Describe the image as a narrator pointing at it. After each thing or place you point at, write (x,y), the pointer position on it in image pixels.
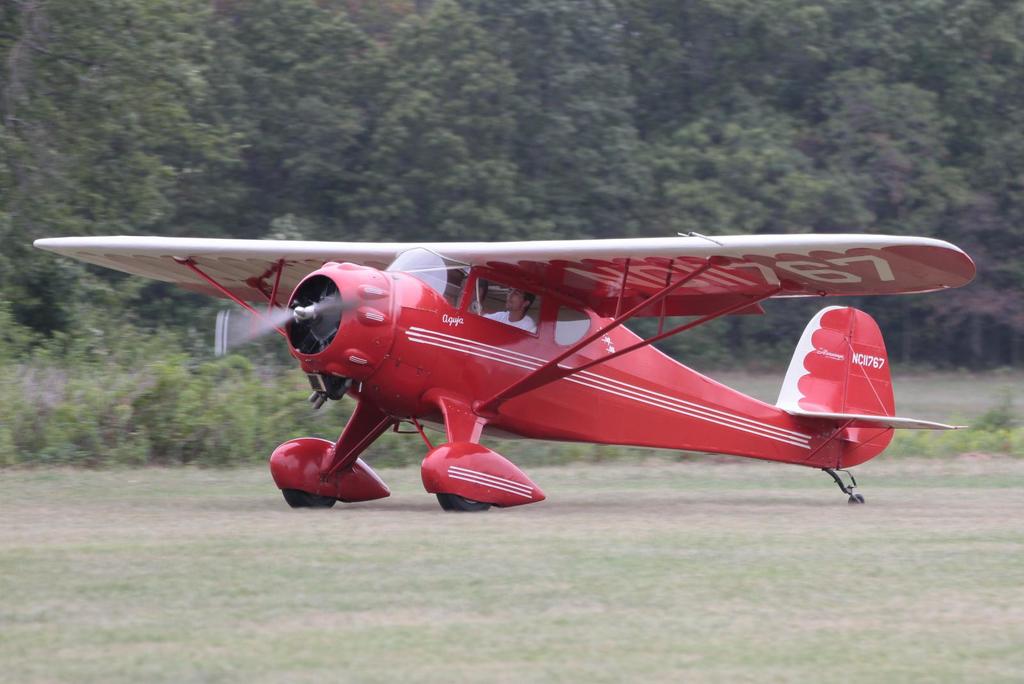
In this image there is an airplane (807,458) on the grassland (533,471) having plants (118,359). A person (506,321) is sitting in the airplane (437,362). Background (1005,137) there are trees (600,85).
